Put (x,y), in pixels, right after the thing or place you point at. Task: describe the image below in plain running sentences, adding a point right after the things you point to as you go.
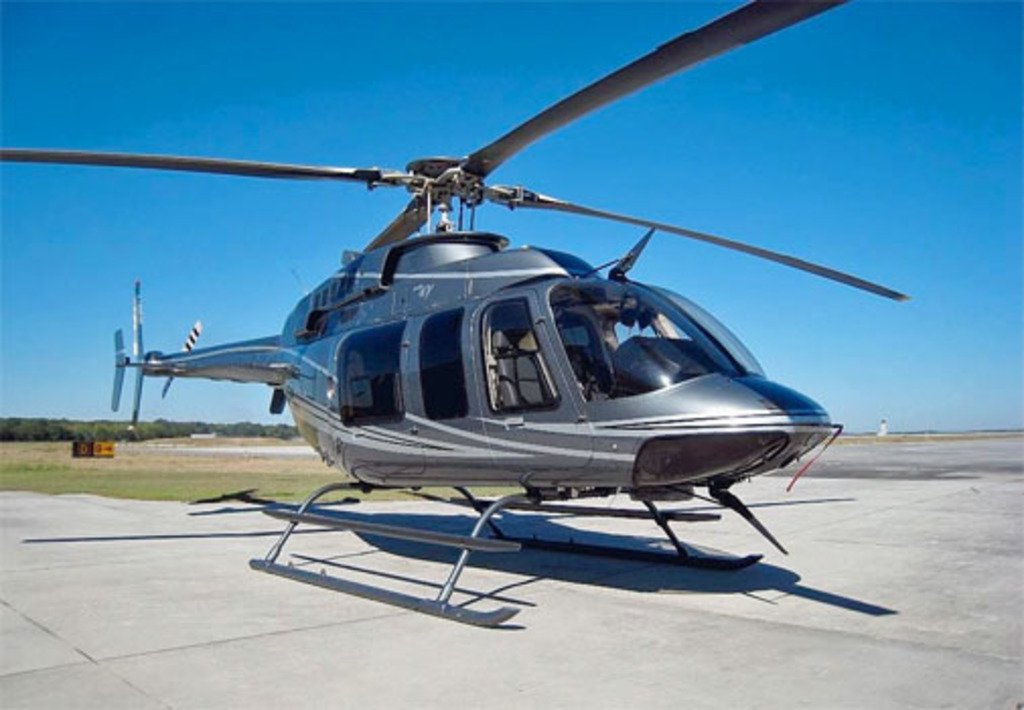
This is an outside view. Here I can see a helicopter (433,462) on the ground (464,652). On the left side (56,426) there are many trees (79,436) and grass (111,484) on the ground (153,490) and also there is an object (89,450) which is looking like a vehicle (93,456). At the top of the image (256,81) I can see the sky (275,59).
